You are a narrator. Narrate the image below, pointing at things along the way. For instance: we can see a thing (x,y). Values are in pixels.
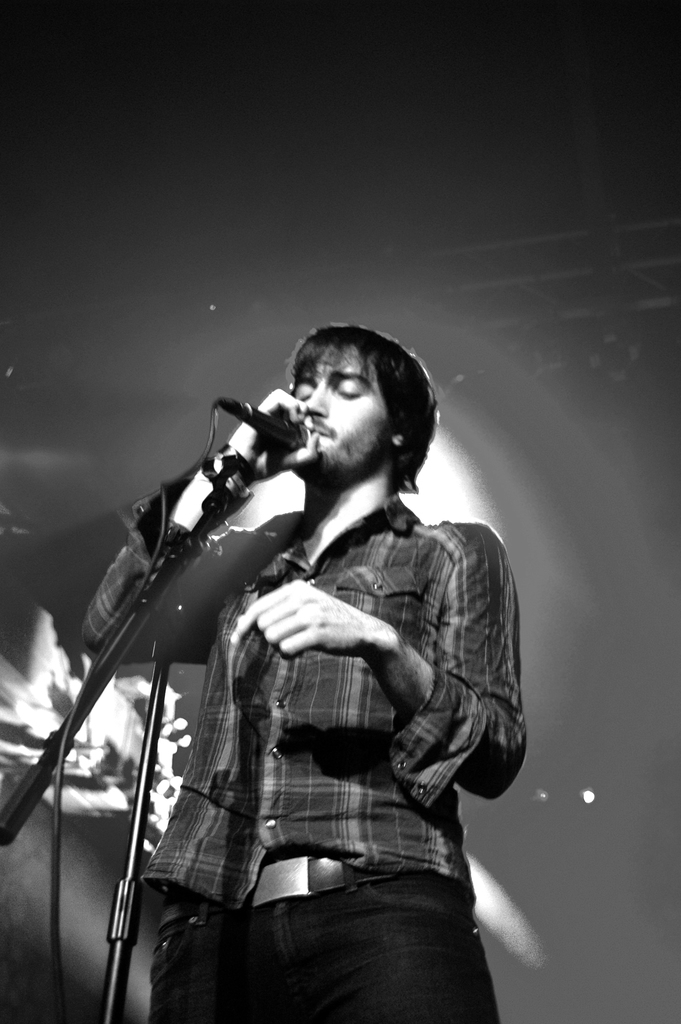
This image seems like a man (461,648) standing and singing with a mic (270,427) in his hand (262,452).
